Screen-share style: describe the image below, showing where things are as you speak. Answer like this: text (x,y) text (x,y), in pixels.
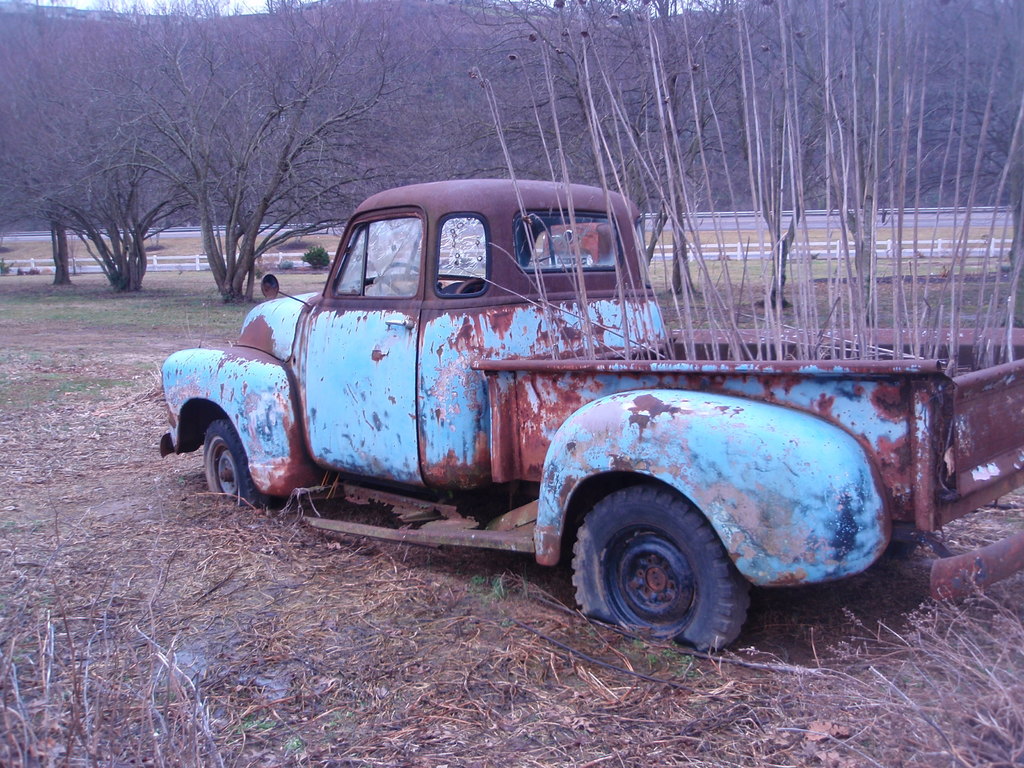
In this image I can see the ground (257,638) and on the ground (319,627) I can see an old car (367,387) which is brown and blue in color and few wooden sticks (685,320) in the car (708,365). In the background (264,201) I can see few trees (234,166), the railing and the sky (125,7).
